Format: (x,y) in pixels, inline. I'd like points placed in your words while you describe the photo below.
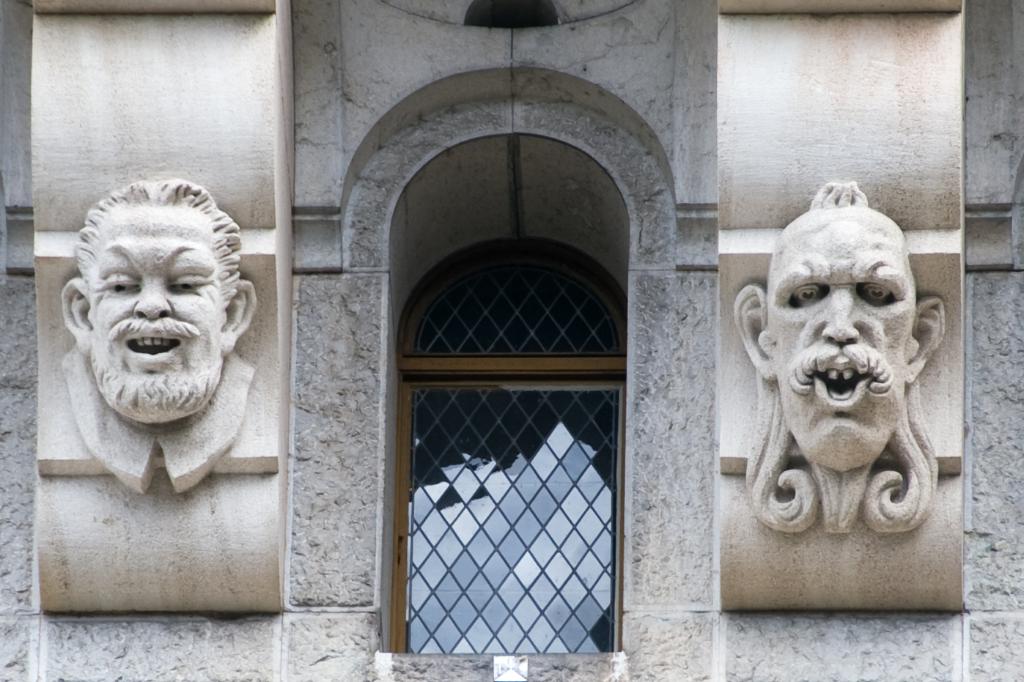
In this image we can see a building (349,541) which has two sculptures (870,309) of faces (181,311) in the middle of the image (408,369) there is window (455,481) which has glass (489,460).
